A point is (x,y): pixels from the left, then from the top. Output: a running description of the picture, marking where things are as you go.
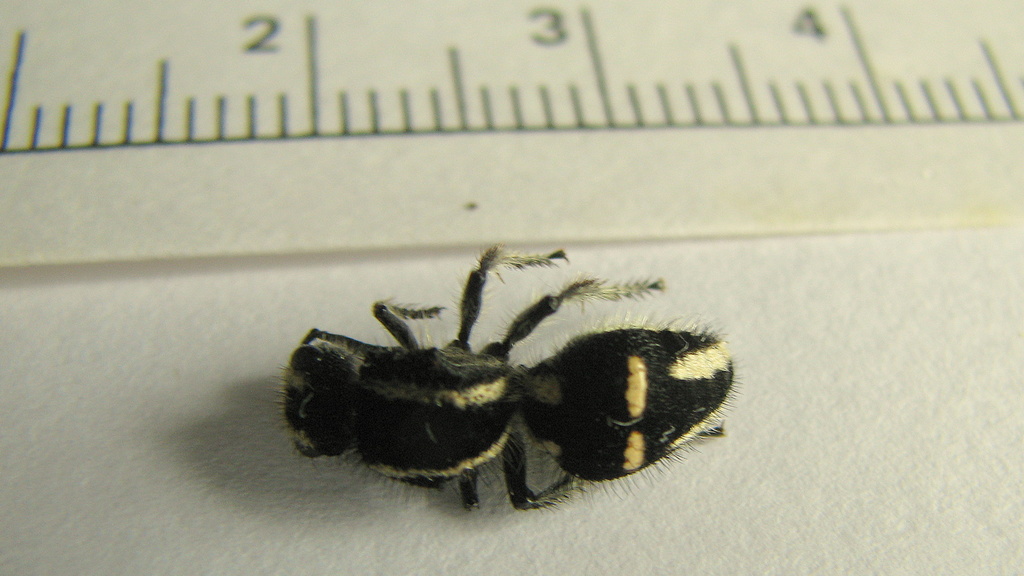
In this image, we can see an insect (456,366) and we can see a scale (405,174) which is marked on the paper (412,137).
